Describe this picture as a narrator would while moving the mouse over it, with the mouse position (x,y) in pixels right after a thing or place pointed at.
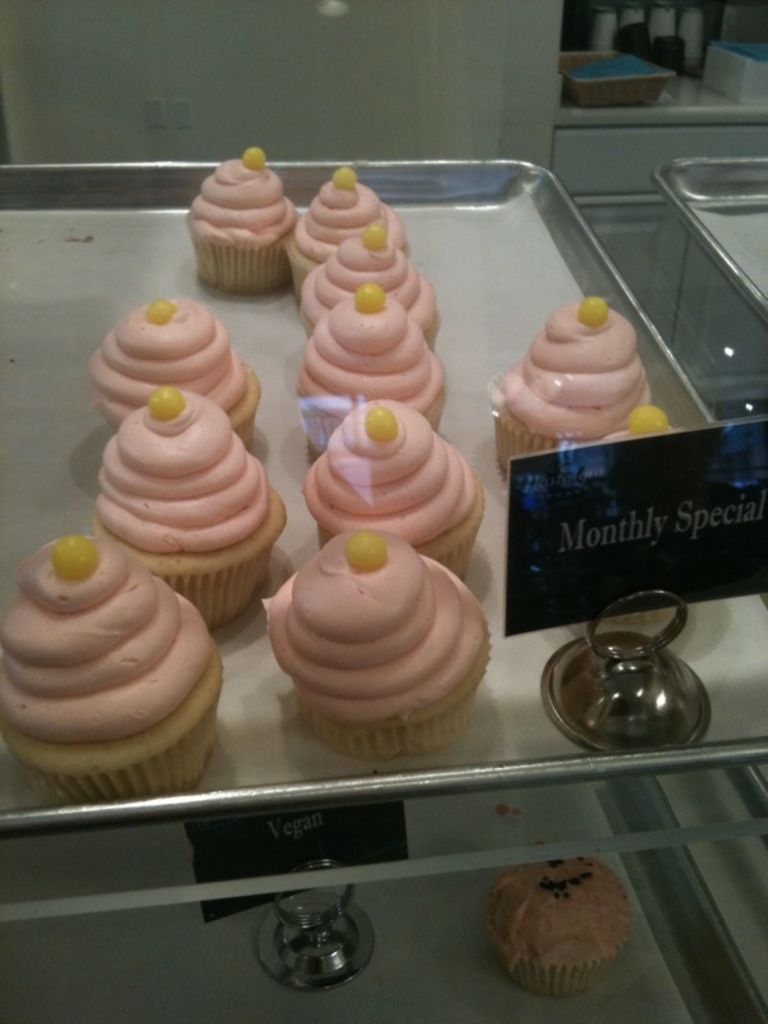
In this image there are trays (677,198). On the trays (677,198) there are cupcakes (222,390). Beside the cupcakes (189,679) there is a small board (625,534) with text (629,520). At the top (312,73) there is a wall (293,67). In the top right (602,101) there is a basket (635,91) on the counter (624,126).
